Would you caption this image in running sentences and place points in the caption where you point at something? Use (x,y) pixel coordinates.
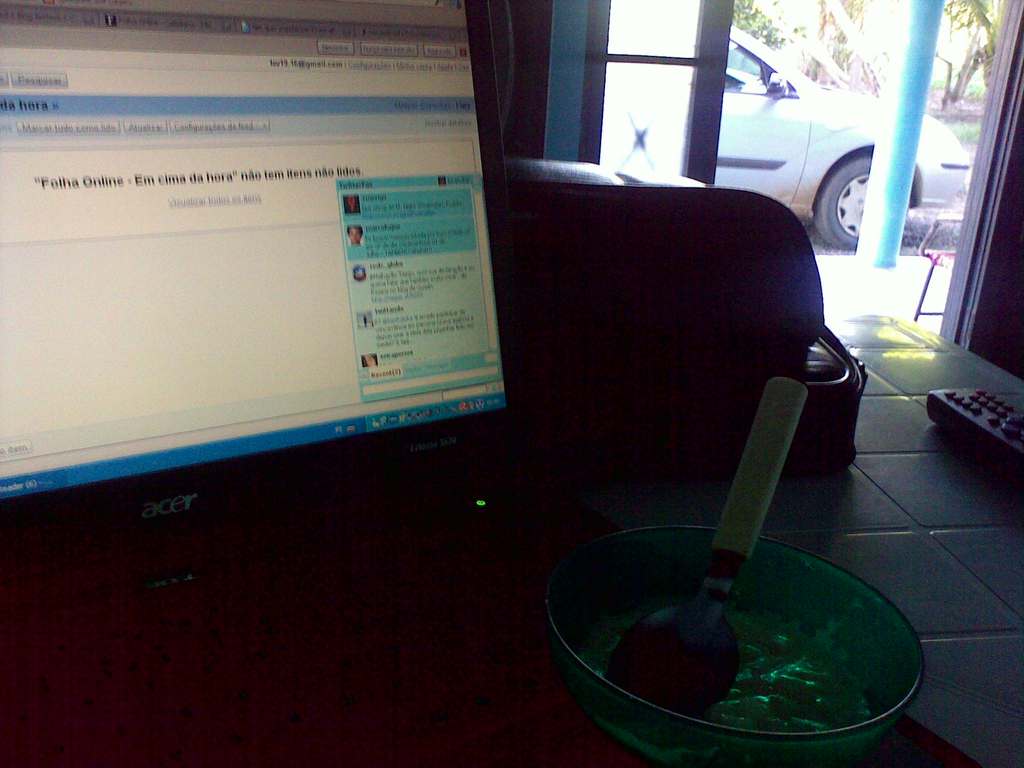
In this picture we can see an object (587,440), monitor (86,172), remote (949,393), bowl (585,625) with a spoon (692,612) in it and these all are placed on a table (917,376) and in the background (861,212) we can see a vehicle (731,152) on the road (914,215), pillar (906,61), path (900,303), trees (852,63).
